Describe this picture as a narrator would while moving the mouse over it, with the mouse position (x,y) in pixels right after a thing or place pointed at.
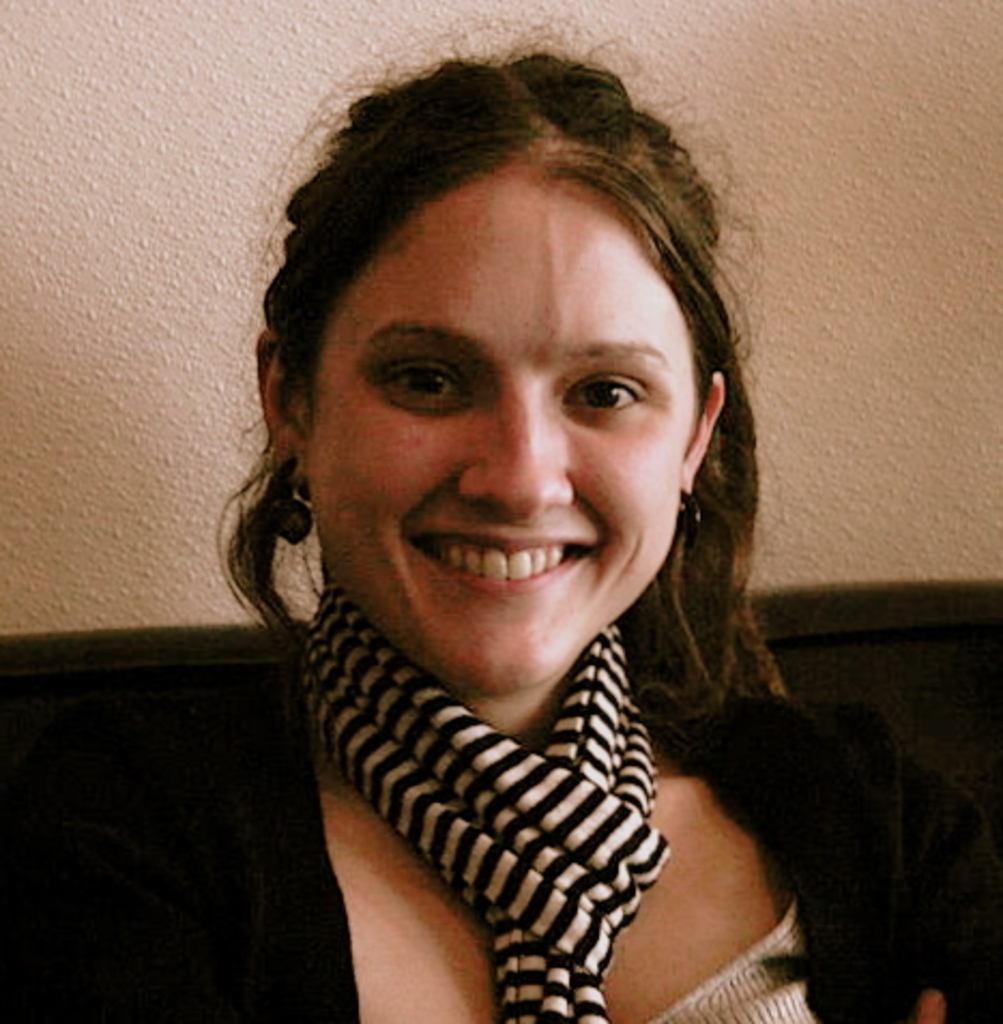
In this image there is a woman (454,547) with smile on her face (485,526), behind her there is a wall (863,506).
